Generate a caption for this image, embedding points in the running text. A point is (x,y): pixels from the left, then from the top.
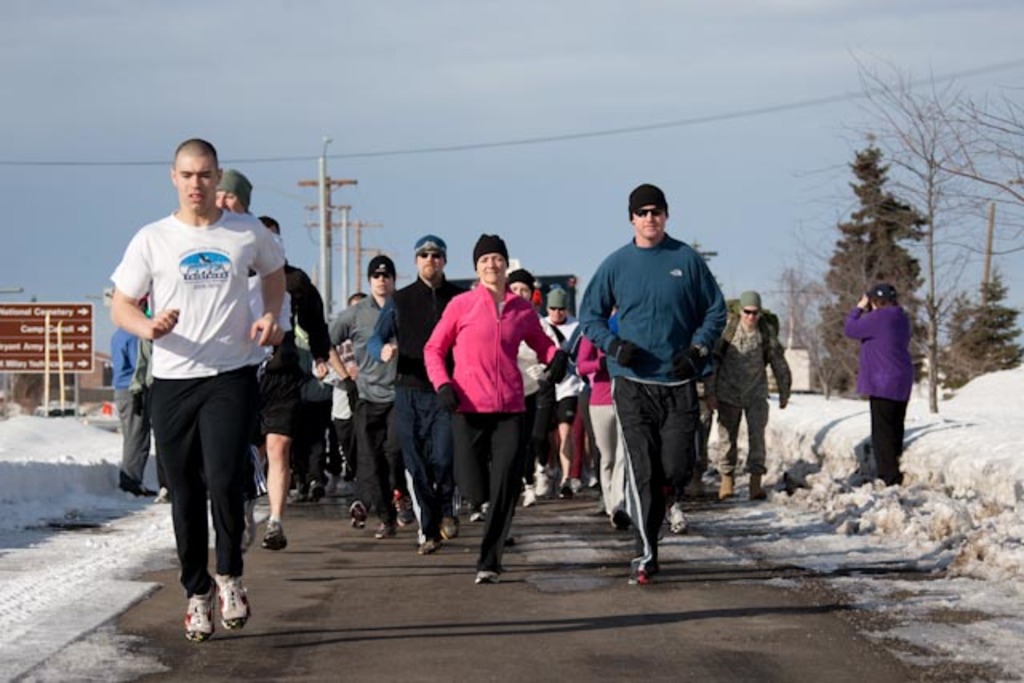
In this image we can see few persons (346,438) are running on the road (323,595). To either side of the road (253,674) we can see snow (112,466) on the ground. In the background (84,285) there are trees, board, poles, wire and sky (269,127). On the right side (878,318) a person (884,471) is standing and another person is carrying bag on the shoulders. On the left side (124,410) a person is standing on the road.
